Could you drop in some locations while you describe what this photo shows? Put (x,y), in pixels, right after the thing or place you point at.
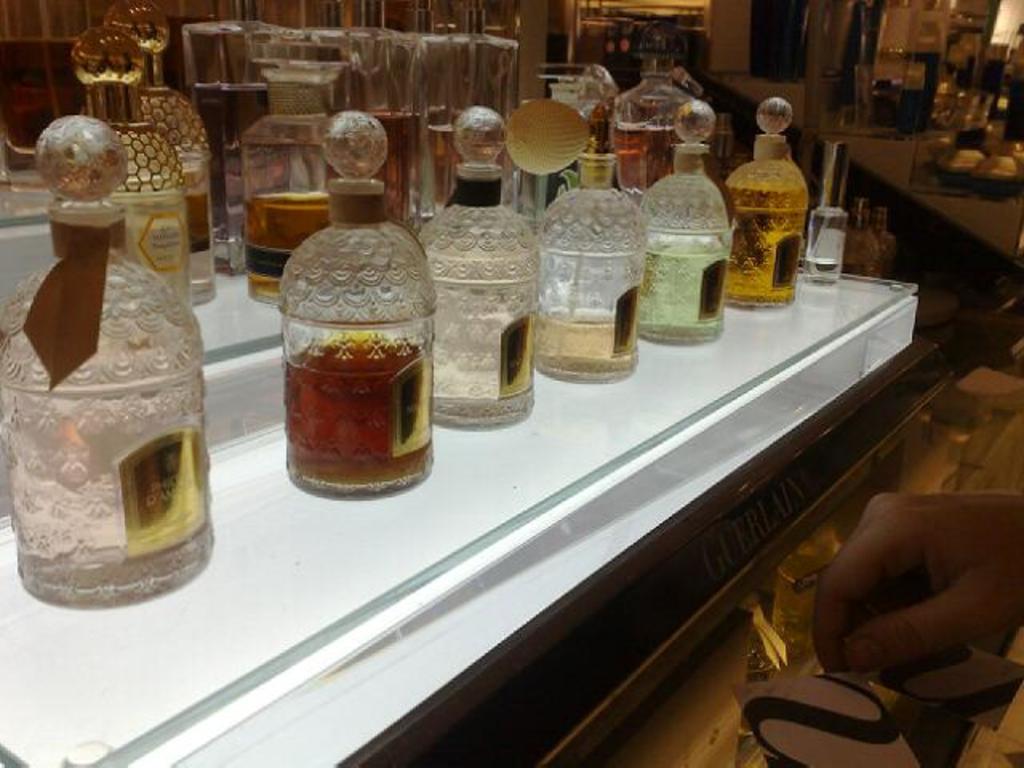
There are group of bottles (552,317) kept on the table (512,428) in this image. At the right side (910,583) hand (930,577) of the person (947,569) is visible.
